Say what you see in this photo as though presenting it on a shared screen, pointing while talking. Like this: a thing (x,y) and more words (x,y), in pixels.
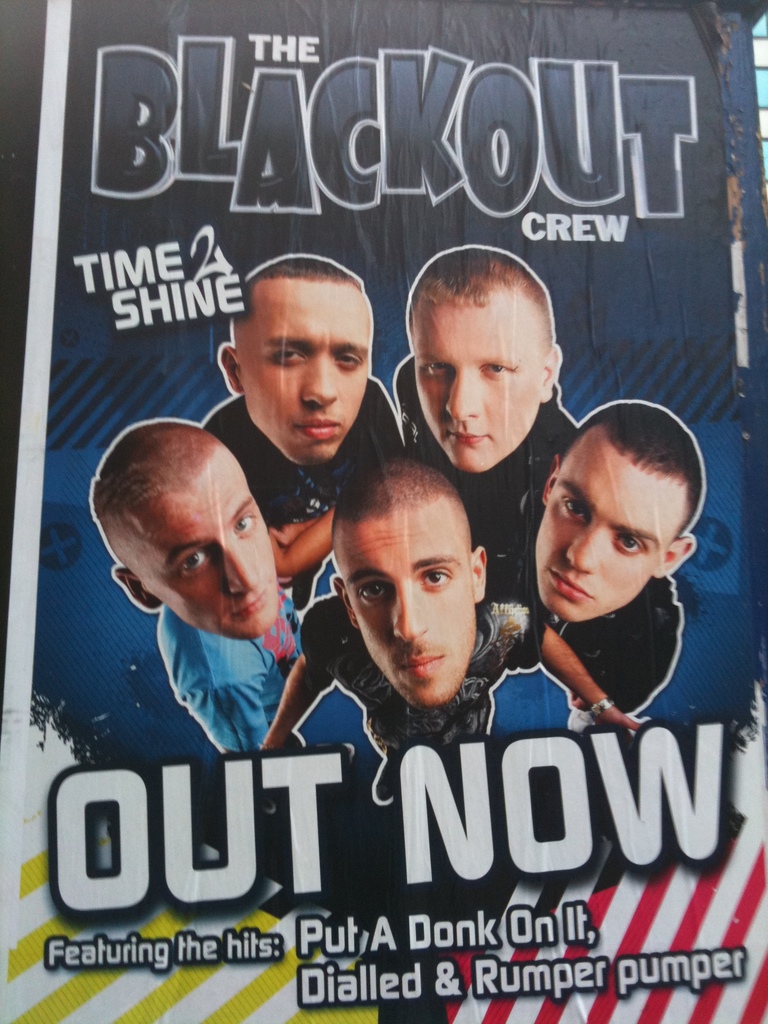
In this picture we can see a poster (607,473), in this poster (633,355) we can see five men (479,528) and some text (441,789).
